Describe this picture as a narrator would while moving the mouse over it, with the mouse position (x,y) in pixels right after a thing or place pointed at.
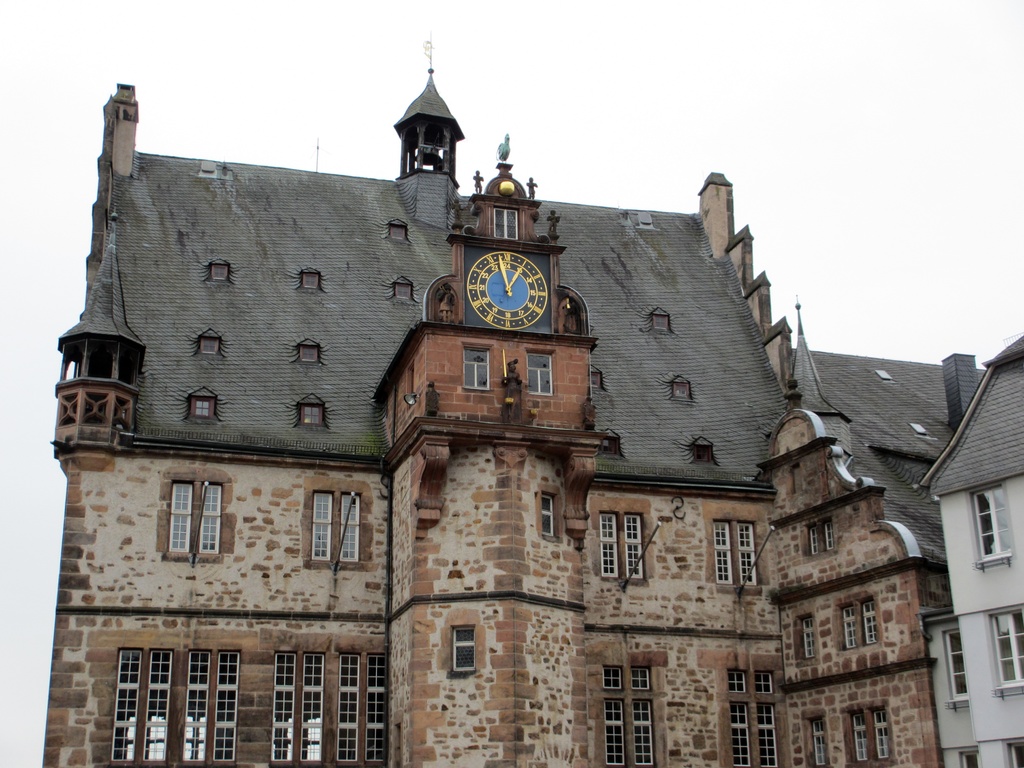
There are buildings (542,580) with windows (316,669). On the building (533,348) there is a clock (499,298). Also there are statues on the building (507,192). In the background (97,34) there is sky (26,482).
